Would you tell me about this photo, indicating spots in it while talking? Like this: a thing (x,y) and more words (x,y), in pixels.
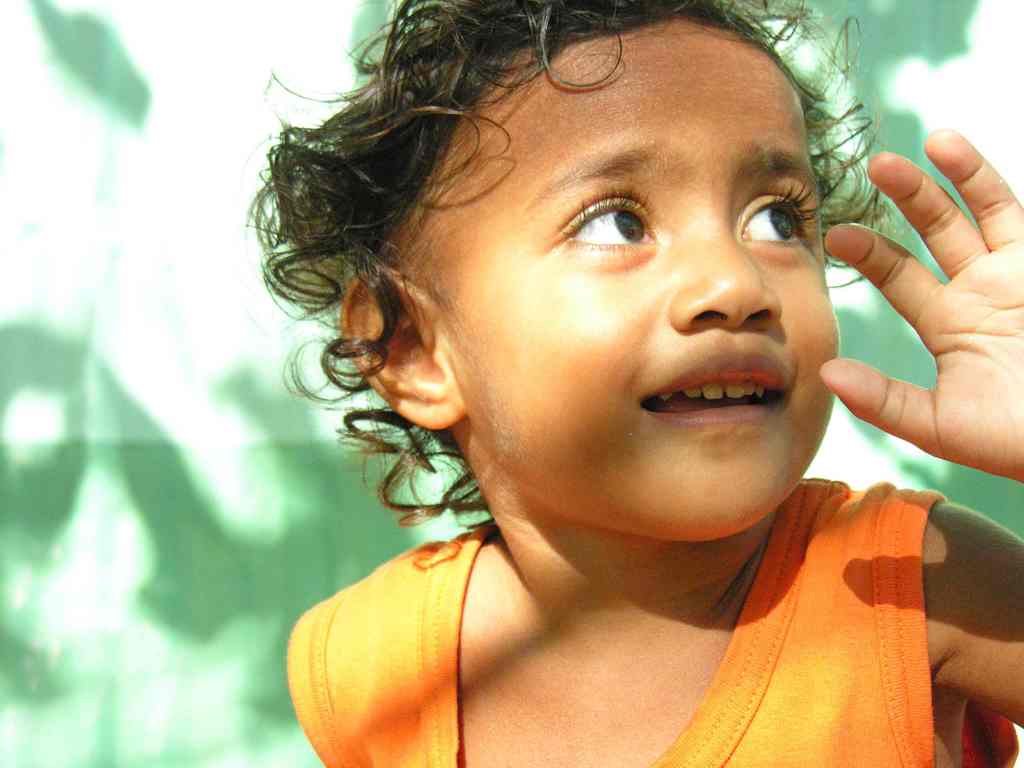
In this picture we can see a child (480,674) smiling and in the background (178,524) we can see green color.
